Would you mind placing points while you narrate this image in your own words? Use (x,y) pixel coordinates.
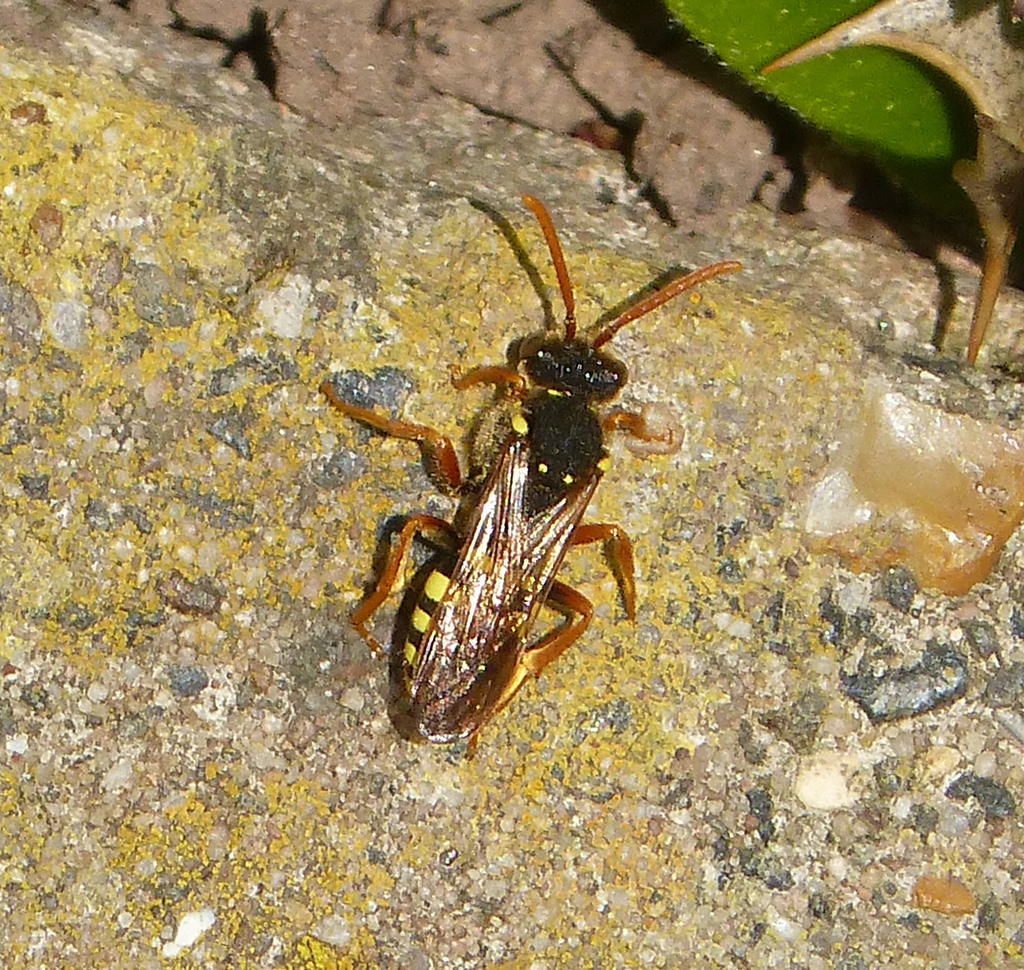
In this picture we can see an insect (544,578) here, at the right top of the image (845,89) we can see a leaf (826,67).
